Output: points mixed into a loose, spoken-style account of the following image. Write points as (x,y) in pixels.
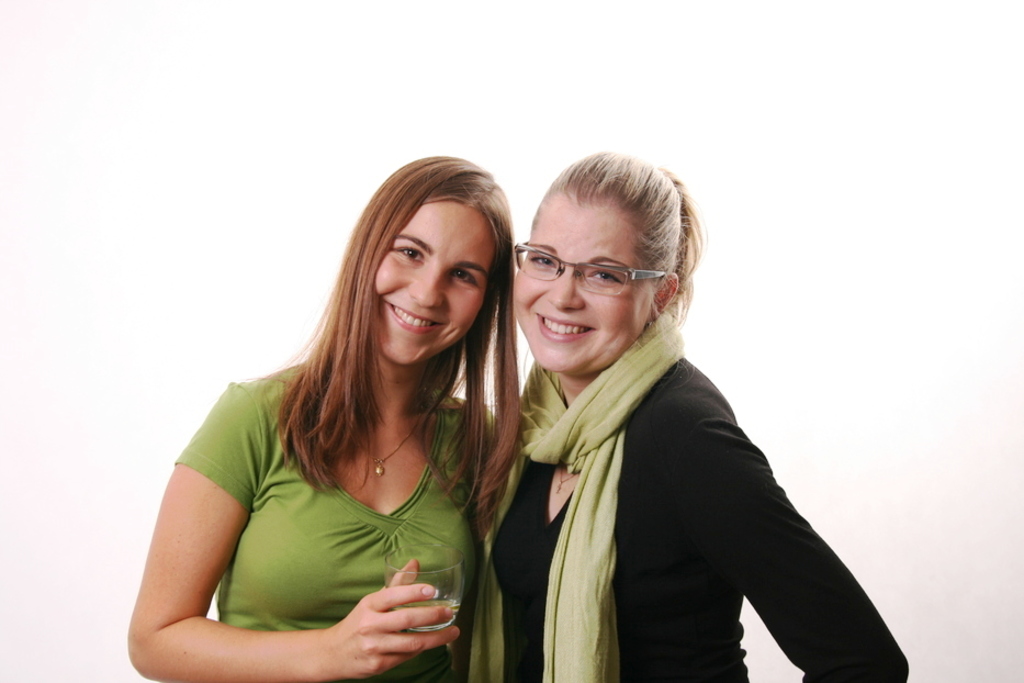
In the picture I can see a woman (317,611) wearing green color T-shirt (427,522) is holding a glass (408,596) in her hands (390,619) and standing on the left side of the image (203,533) and we can see a woman (710,532) wearing black color dress (523,561), scarf (610,495) and spectacles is standing on the right side of the image (764,596). They both are smiling. The background of the image (948,562) is in white color.
